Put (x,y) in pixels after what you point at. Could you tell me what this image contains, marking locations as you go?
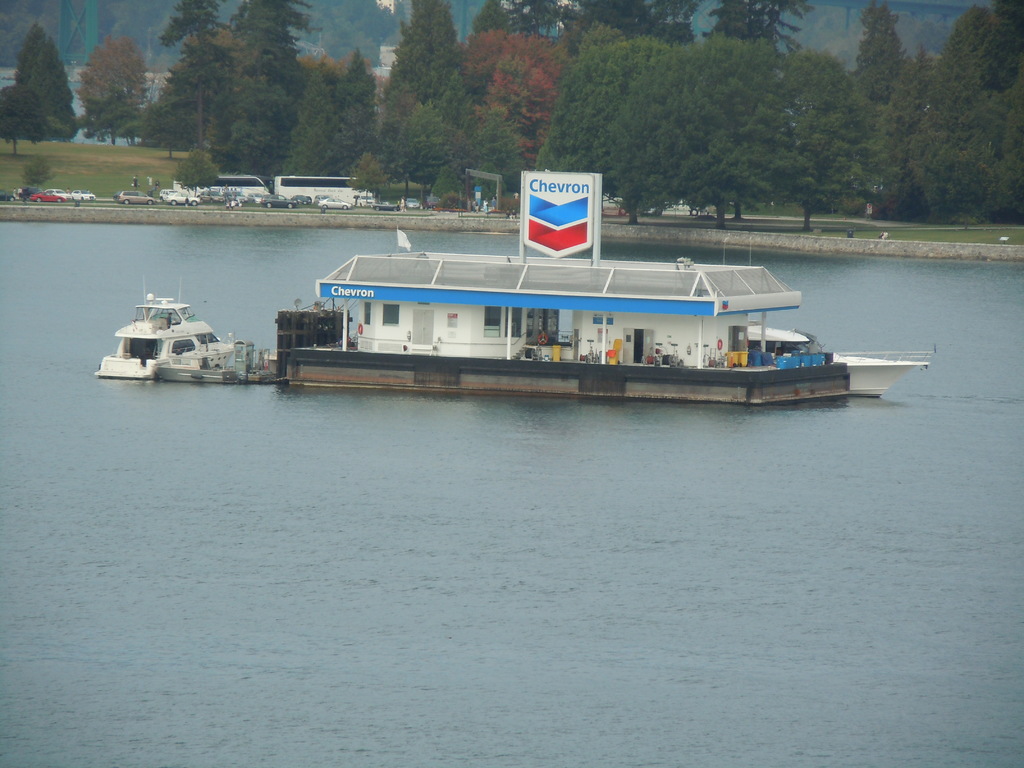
In this image there is a boat (366,264) floating on a lake (812,317), in the background (171,201) there is a road (210,203), on that road (304,209) vehicles (255,195) are moving and there are trees (644,109).
